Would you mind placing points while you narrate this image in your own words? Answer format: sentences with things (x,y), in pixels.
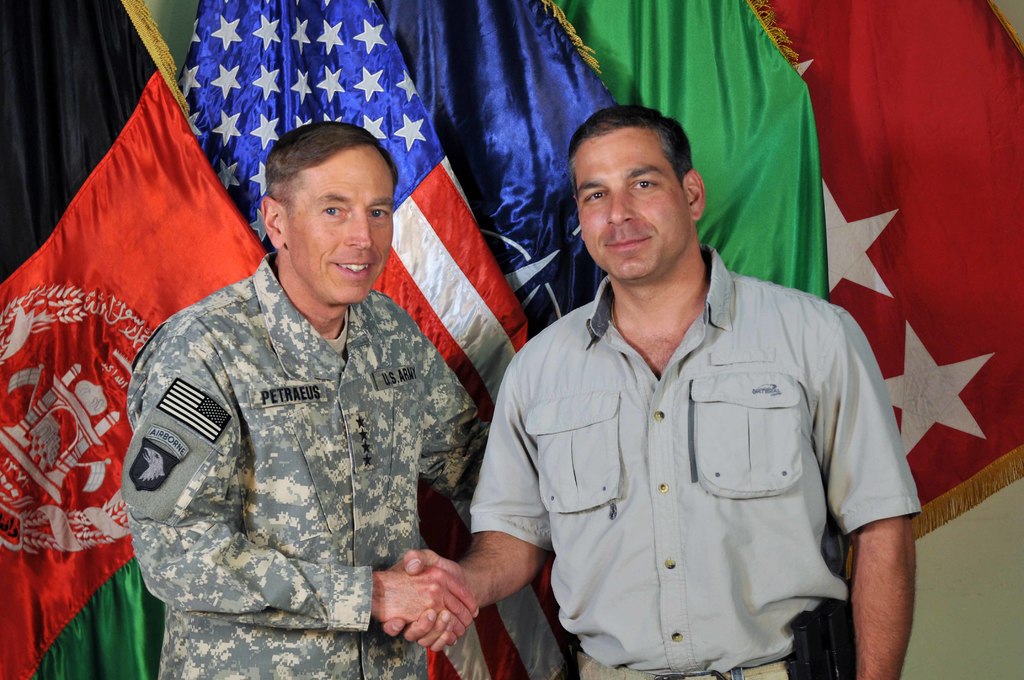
This picture seems to be clicked inside. In the center (354,383) there are two persons (768,590), smiling, standing on the ground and shaking their hands (447,594). In the background (970,42) we can see the different colors of flags (619,38) and a wall (969,598).
